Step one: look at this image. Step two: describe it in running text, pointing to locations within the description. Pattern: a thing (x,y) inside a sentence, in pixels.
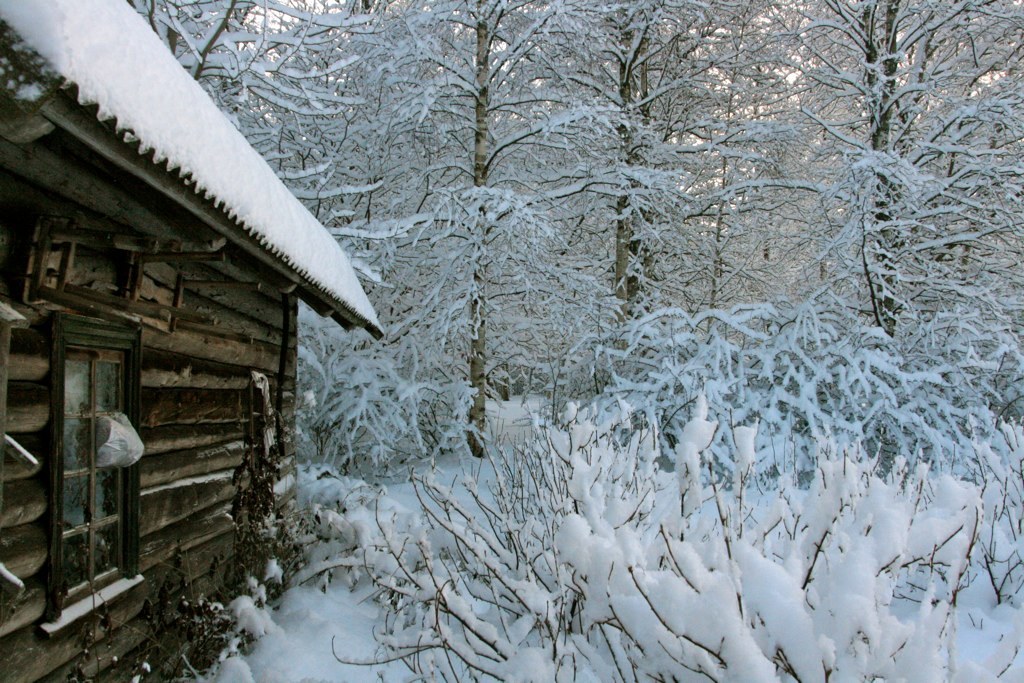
In this picture we can see one house (314,265) and some trees (500,227) covered with snow (593,456).
